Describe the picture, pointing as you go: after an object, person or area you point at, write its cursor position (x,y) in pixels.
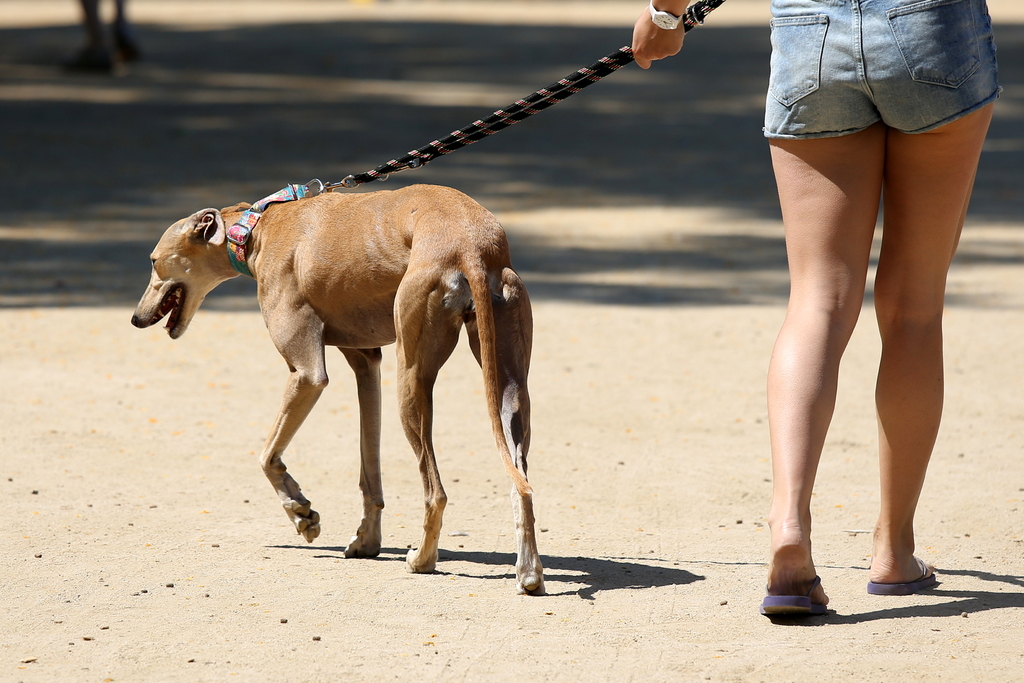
This picture shows a woman (886,395) holding a dog (330,206) with the help of a string (704,5) and walking. The dog (506,315) is brown in color and we see another human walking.
